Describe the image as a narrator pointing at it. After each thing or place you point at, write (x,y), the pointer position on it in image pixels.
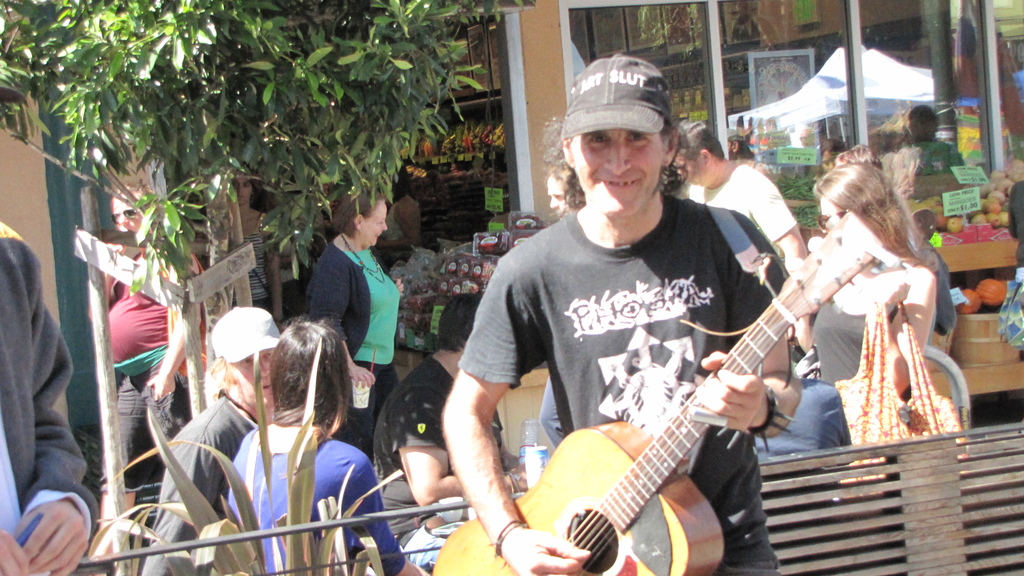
A person (612,282) wearing a black t shirt (648,243) and cap (639,109) is holding a guitar (630,490) and playing. Behind him there are many persons (919,284) sitting and standing. There is a bench (888,448) over there. In the background (737,60) there is a building (945,45), tree (240,109) and many items (1000,203) are kept like fruits (987,207) and vegetables (991,280).
